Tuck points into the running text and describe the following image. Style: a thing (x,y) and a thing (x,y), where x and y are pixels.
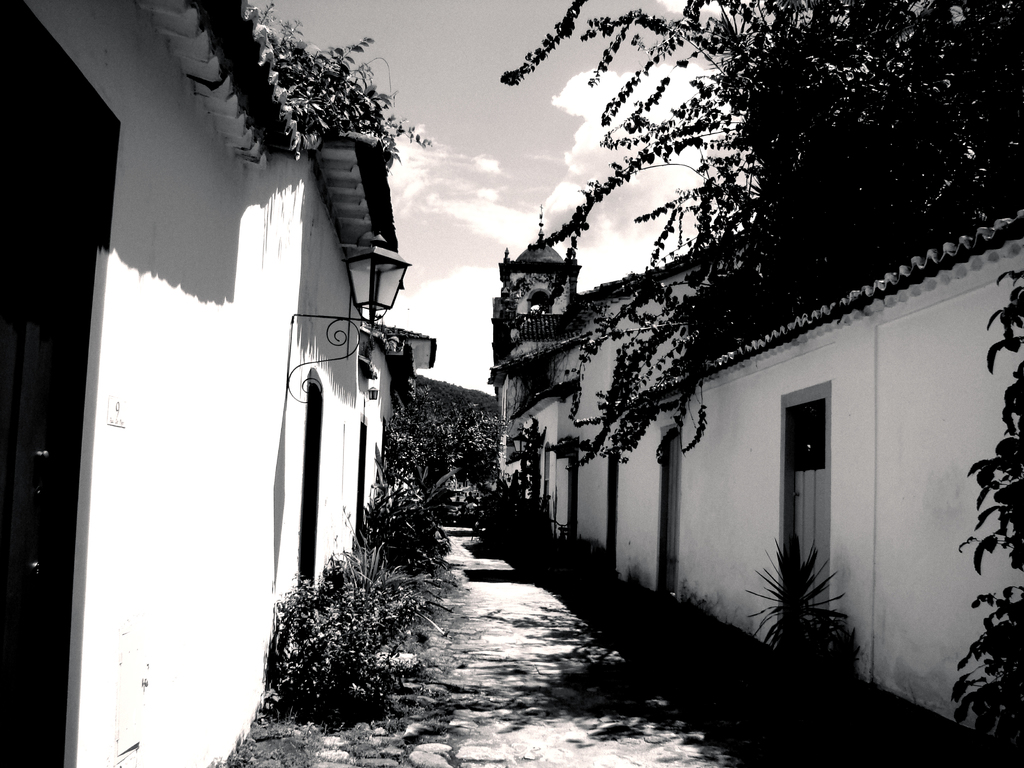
In the picture we can see the houses (151,502), in the between of the houses (975,667) we can see a path (529,595) with plants (368,587) and on the houses (295,395) also we can see the plants (781,189) and in the background (639,198) we can see the sky (487,271) with clouds (655,204).
